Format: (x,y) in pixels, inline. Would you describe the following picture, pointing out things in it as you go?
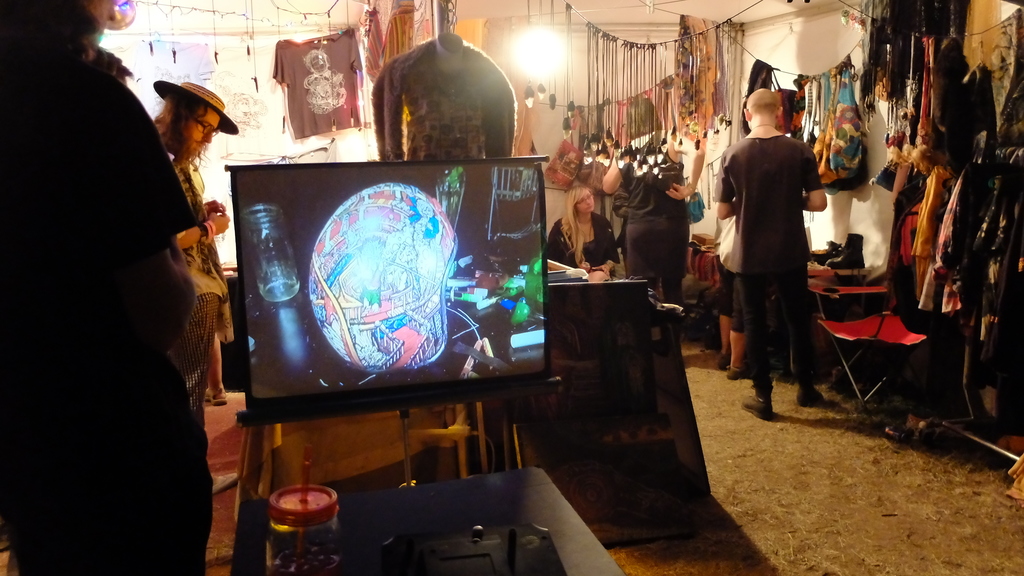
In the foreground of this image (382,523), there is a table (375,544) and a jar (325,542) on it. On the left (134,304), there are persons (109,296) and a screen (459,249). In the background (573,208), there are tables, few persons (785,262), clothes (794,113) and bulbs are hanging and there is a wall (255,45).
